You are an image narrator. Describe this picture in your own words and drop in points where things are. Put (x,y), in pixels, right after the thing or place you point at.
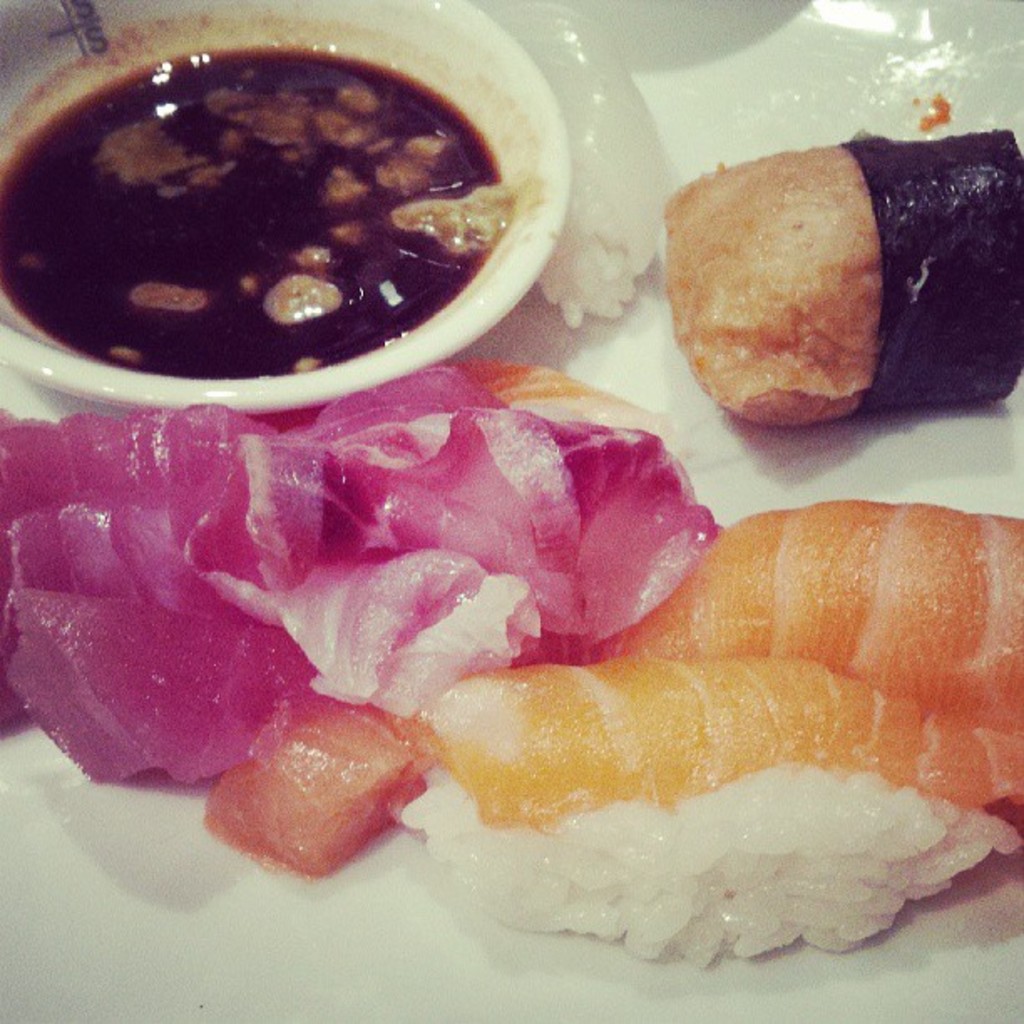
In this picture I can see food (598,578) in the plate (897,964) and some sauce (336,145) in the bowl (429,42).
